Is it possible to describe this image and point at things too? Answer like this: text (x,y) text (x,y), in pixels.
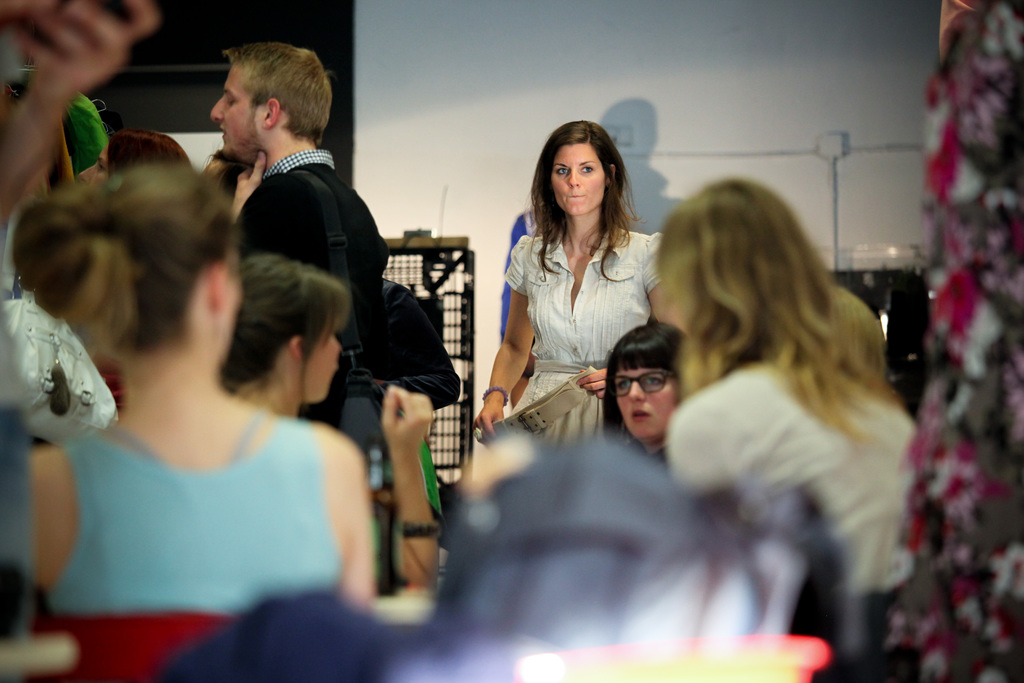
There are people (162,139) in the foreground area of the image (178,445), there is an object (536,646) at the bottom side (667,652), there is a wall (491,232), it seems like a net (453,248) in the background (470,269), it seems like a curtain (938,447) on the right side (980,353).
